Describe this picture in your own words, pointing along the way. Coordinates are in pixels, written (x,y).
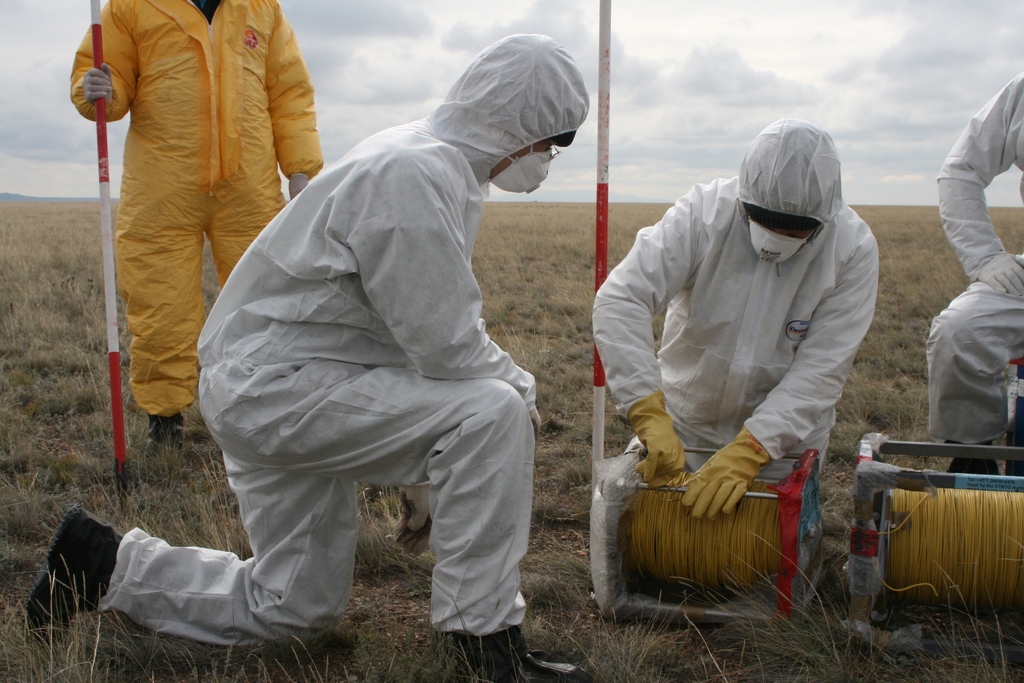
In this picture I can see a person (123,190) holding stick (104,176) on the left side (140,157). I can see the wire rollers (787,523). I can see people (623,361). I can see clouds (111,165) in the sky (454,25). I can see the grass (298,666).
